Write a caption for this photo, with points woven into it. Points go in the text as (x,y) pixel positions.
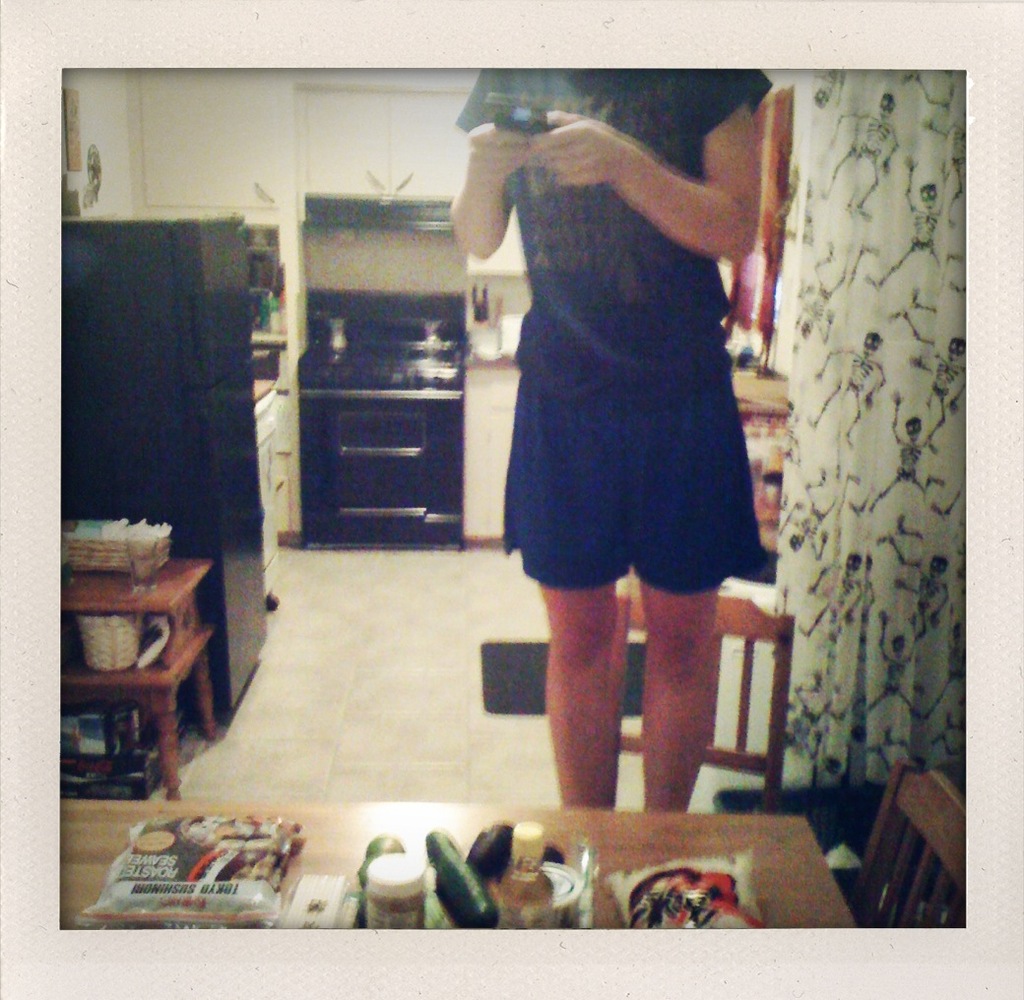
In the image we can see there is a person (663,399) standing and she is holding mobile phone (522,109) in her hand (509,159). There is a curtain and there are pictures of the skeletons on the curtain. There are food items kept on the table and there are packets (331,890) and bottles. Behind there is refrigerator (142,462) and gas stove (384,357). There are baskets (114,544) kept on the table (139,674).
